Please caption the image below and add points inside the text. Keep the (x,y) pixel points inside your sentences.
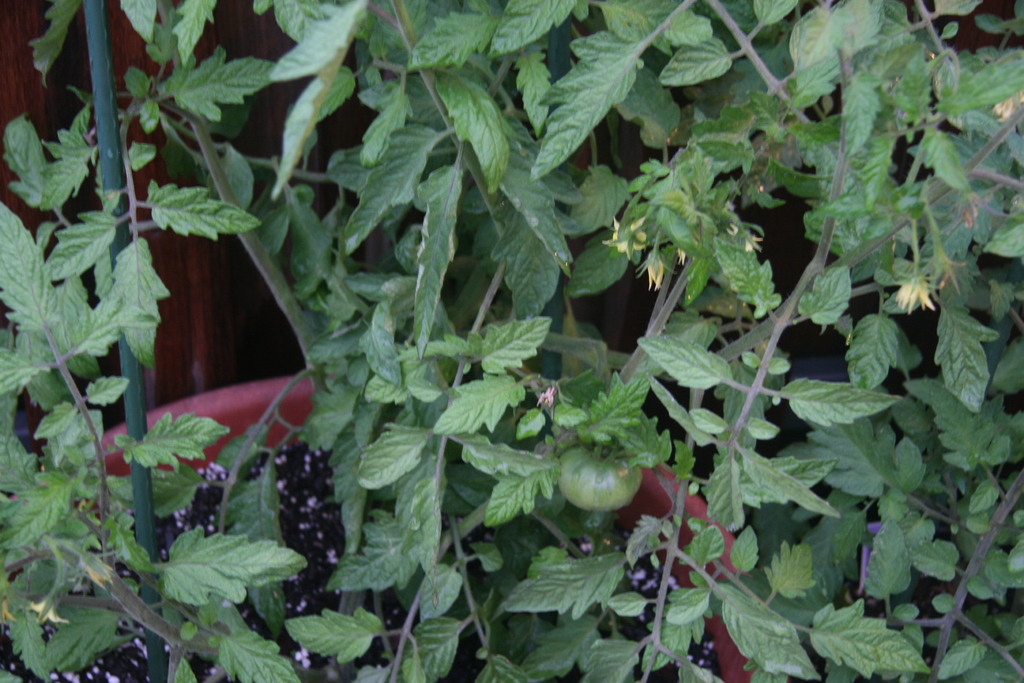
In this image there are leaves (485,383), flowers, fruits (611,458) and a pot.
